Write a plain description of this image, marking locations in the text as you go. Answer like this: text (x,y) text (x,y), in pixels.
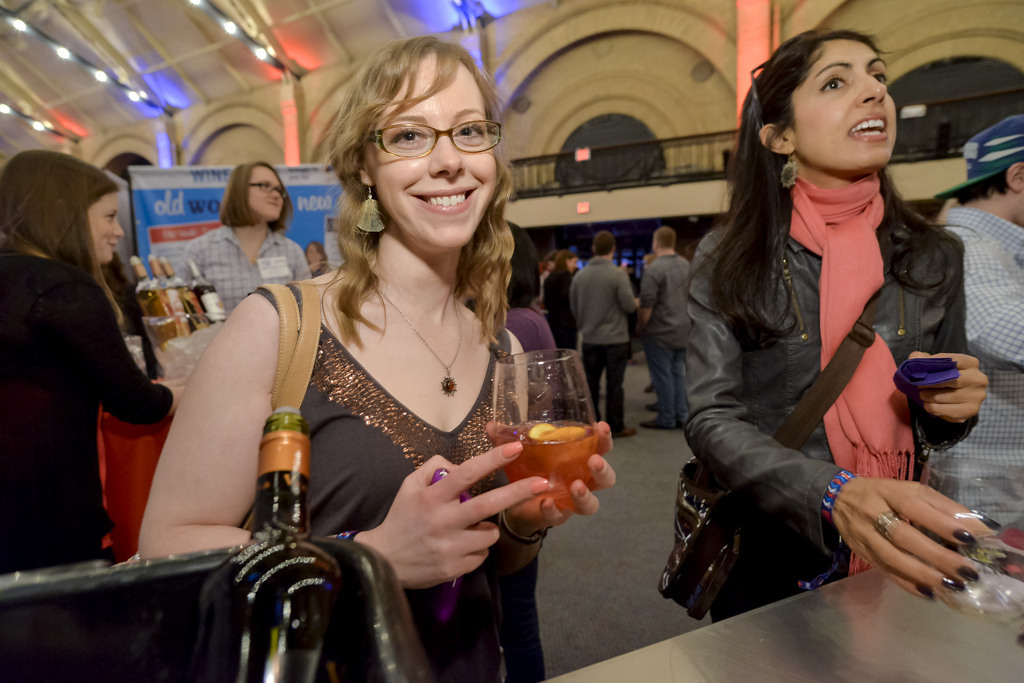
In the image we can see there is a woman (499,455) who is standing and she is holding wine glass (520,441) in her hand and beside her there is another woman (807,379) standing and at the back (59,282) there are lot of people (59,282) who are standing.
